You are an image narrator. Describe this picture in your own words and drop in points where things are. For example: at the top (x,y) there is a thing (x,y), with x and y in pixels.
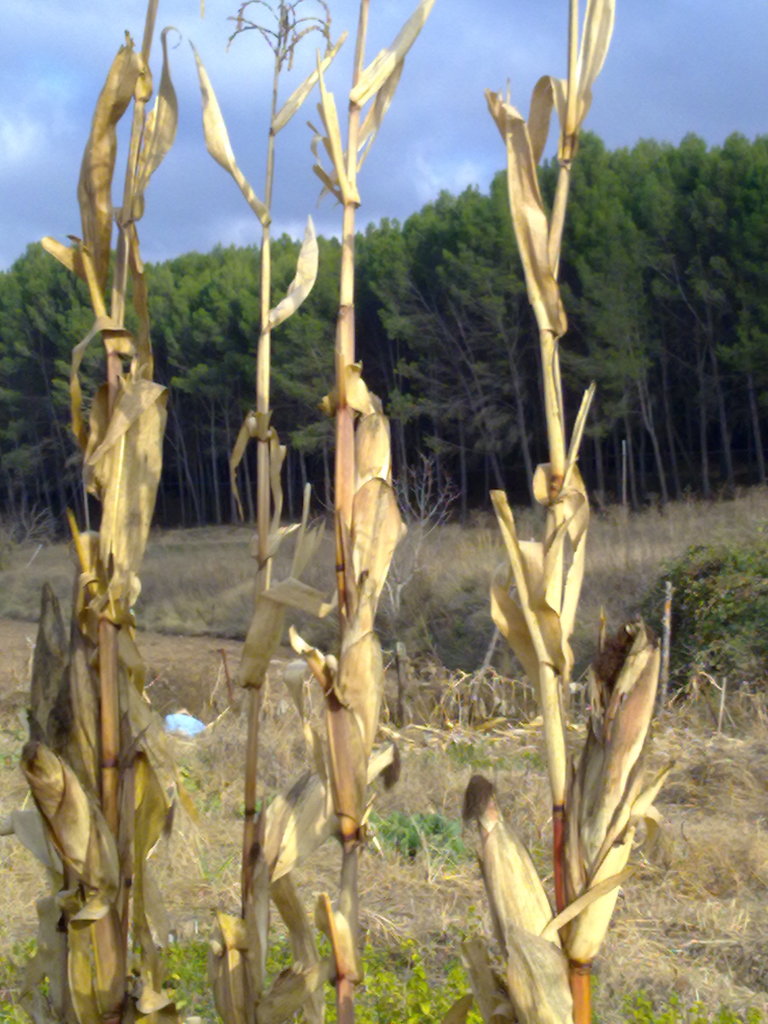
In the center of the image (339,423), we can see plants (366,469) and in the background (405,254), there are trees (617,316). At the bottom (704,737), there is ground (697,729) covered with grass (501,742). At the top (449,60), there is a sky (421,83).
